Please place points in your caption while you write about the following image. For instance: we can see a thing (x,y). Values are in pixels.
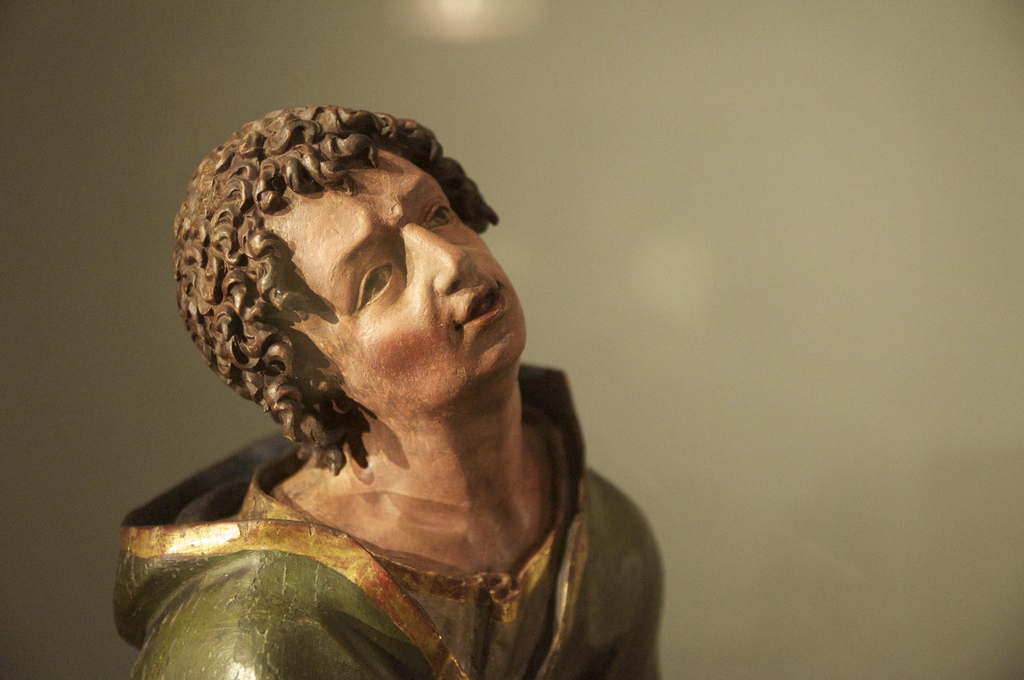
In this image I can see the statue of a person (365,497) which is cream, brown, green and gold in color. I can see the blurry background (82,258).
